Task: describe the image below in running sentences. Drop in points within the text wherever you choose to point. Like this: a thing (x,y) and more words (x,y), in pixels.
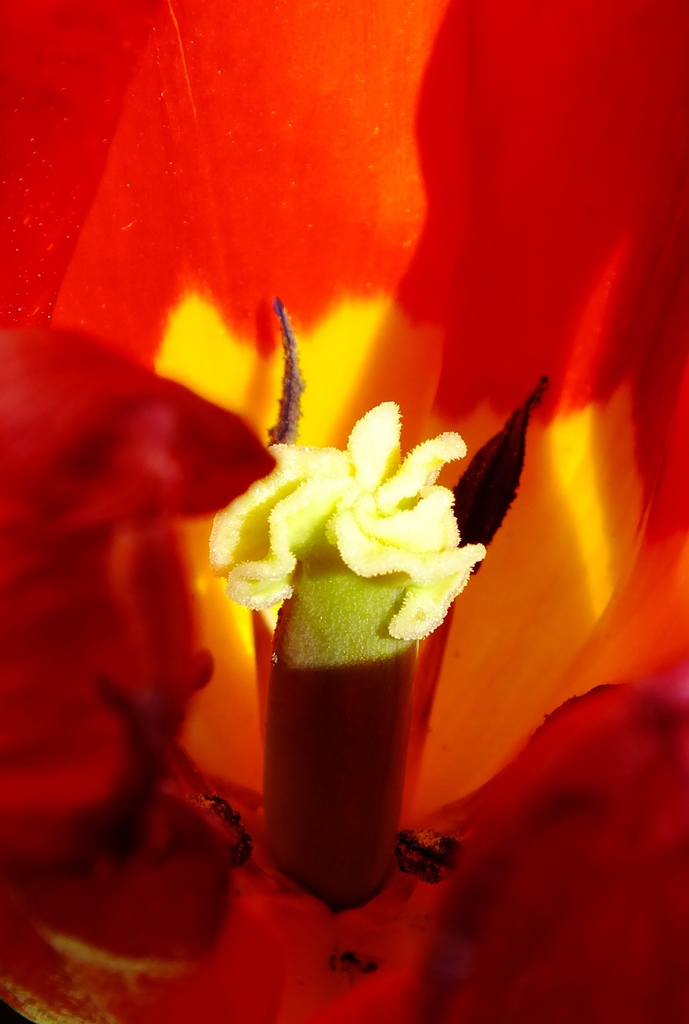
In this picture I can see a flower (344,365).
